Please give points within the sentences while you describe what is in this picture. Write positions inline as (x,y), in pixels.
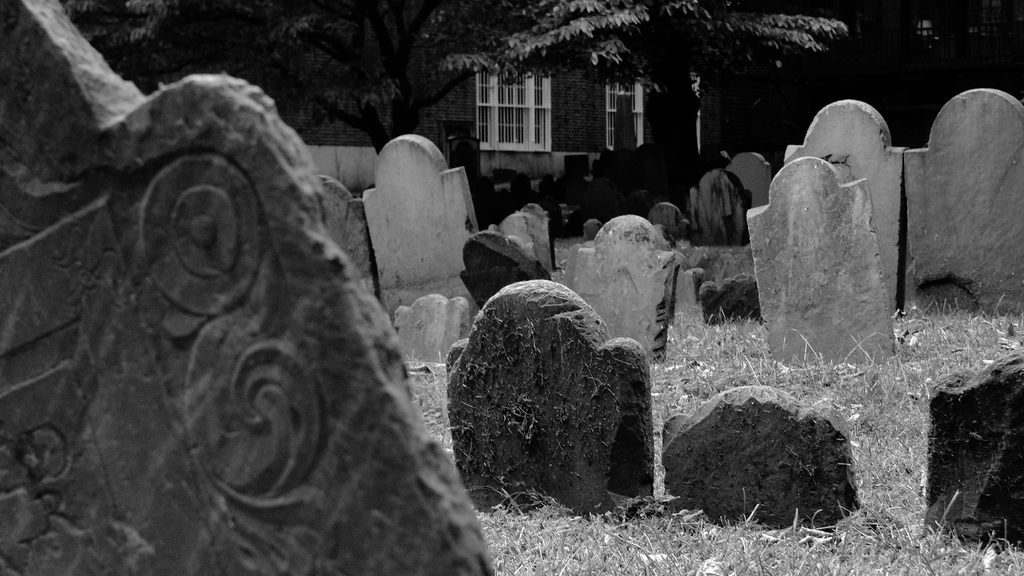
I see this is a black and white image and I see number of tombstones (722,186) and I see the grass (729,334). In the background (241,40) I see the trees (320,32) and the building (578,85) over here and I see the windows (547,99) and I see that it is dark over here.
